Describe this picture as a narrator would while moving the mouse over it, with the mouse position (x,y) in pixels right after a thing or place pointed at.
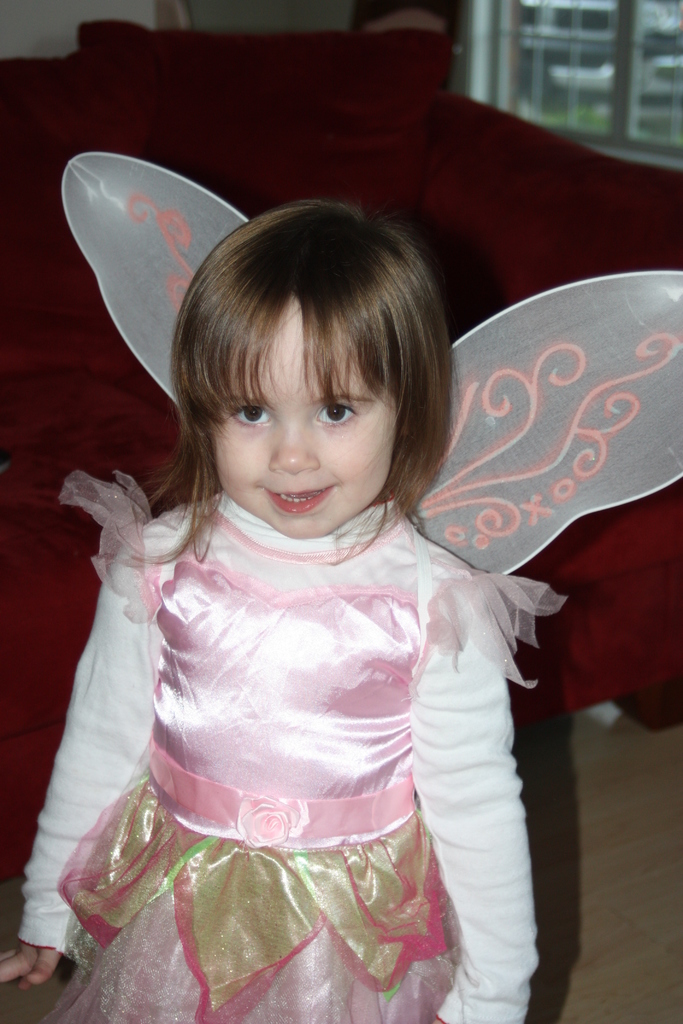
In this picture we can see a girl (403,477) standing and smiling. In the background (101,142) we can see a sofa (283,100), window (479,25) and some objects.
